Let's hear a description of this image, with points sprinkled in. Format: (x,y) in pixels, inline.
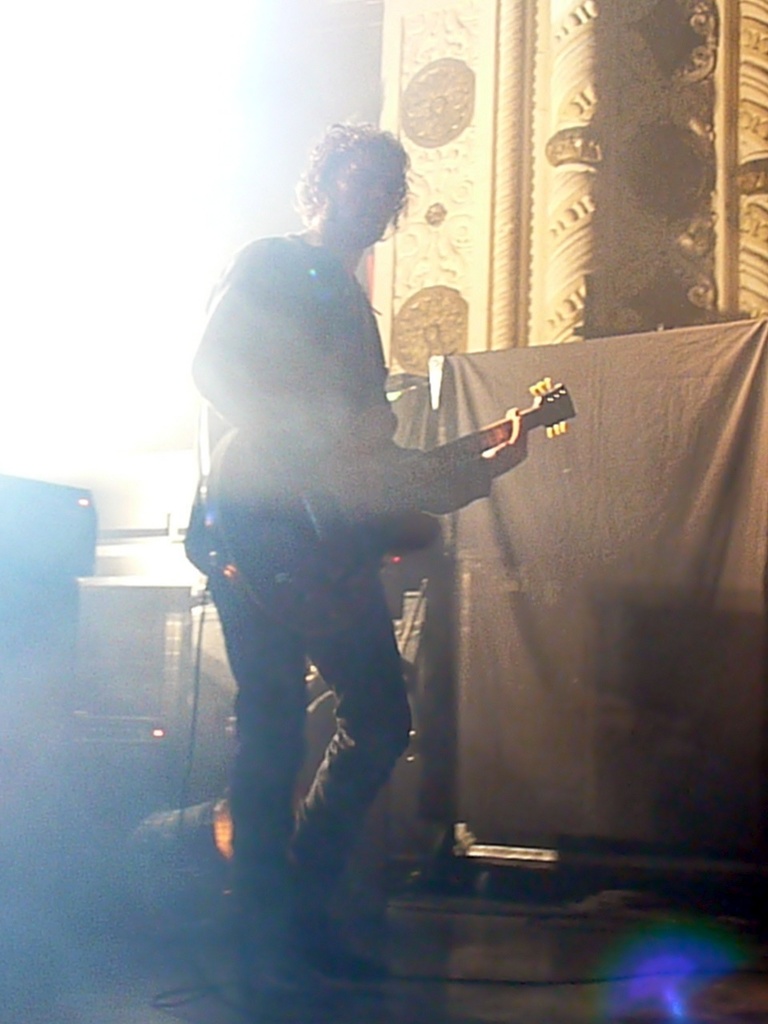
In this picture there is a person (417,490) standing and playing guitar (284,540) in his hands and there are few musical instruments (110,583) behind him and there is a black color cloth (666,522) in the right corner (660,522).
